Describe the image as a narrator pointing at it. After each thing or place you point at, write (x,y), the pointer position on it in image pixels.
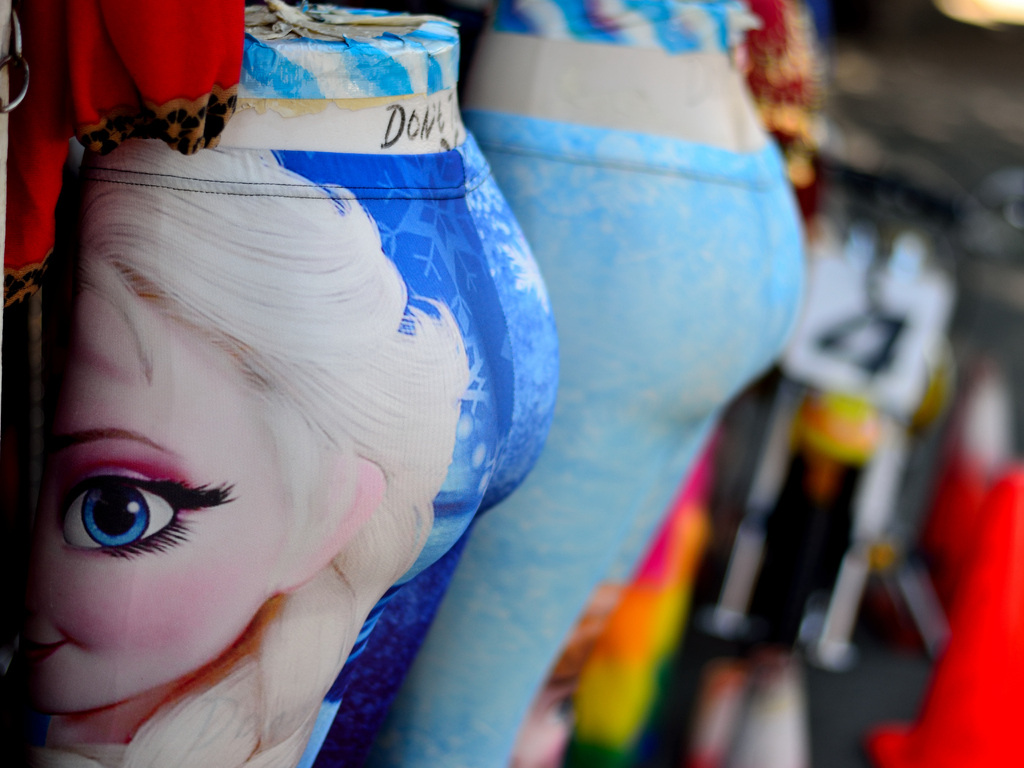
Here in this picture we can see pants (611,331) present on the doll (509,646) over there and in the front (335,498) we can see animation picture (270,356) present on the pant (327,610) over there.
